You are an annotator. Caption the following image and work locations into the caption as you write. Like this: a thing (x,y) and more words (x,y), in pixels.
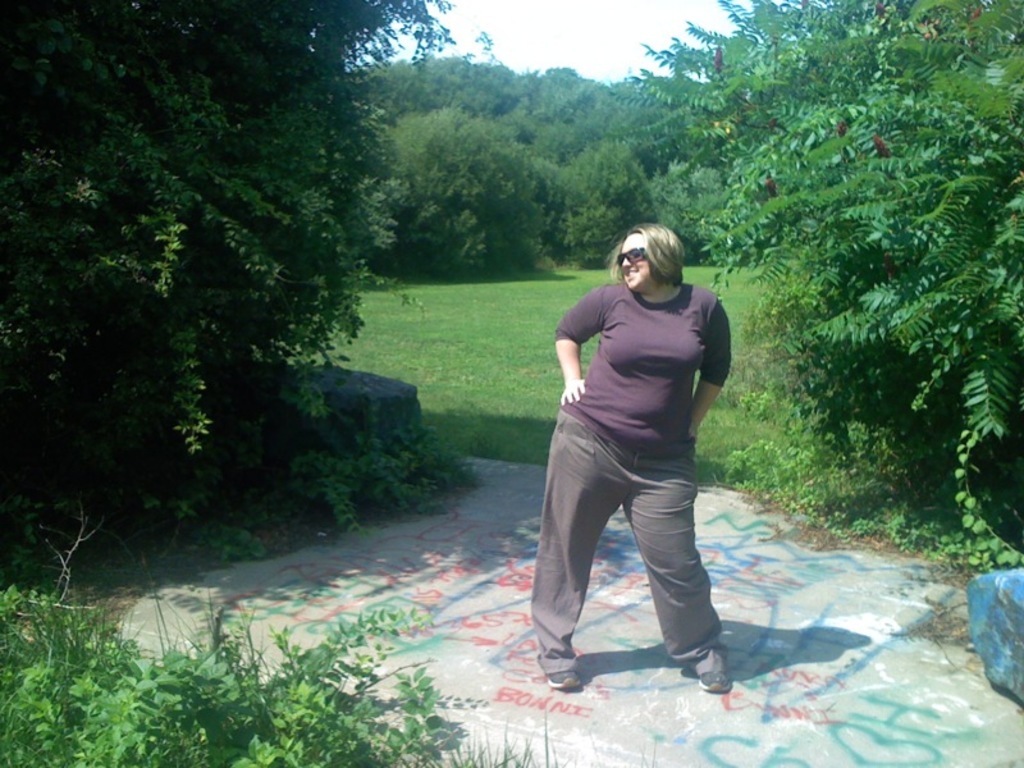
In this image at the bottom left hand corner (216,656) there are plants (84,734) and in the foreground (664,519) there is a woman (654,249) wearing glasses (638,251) and background (537,25) is the sky (554,36).
